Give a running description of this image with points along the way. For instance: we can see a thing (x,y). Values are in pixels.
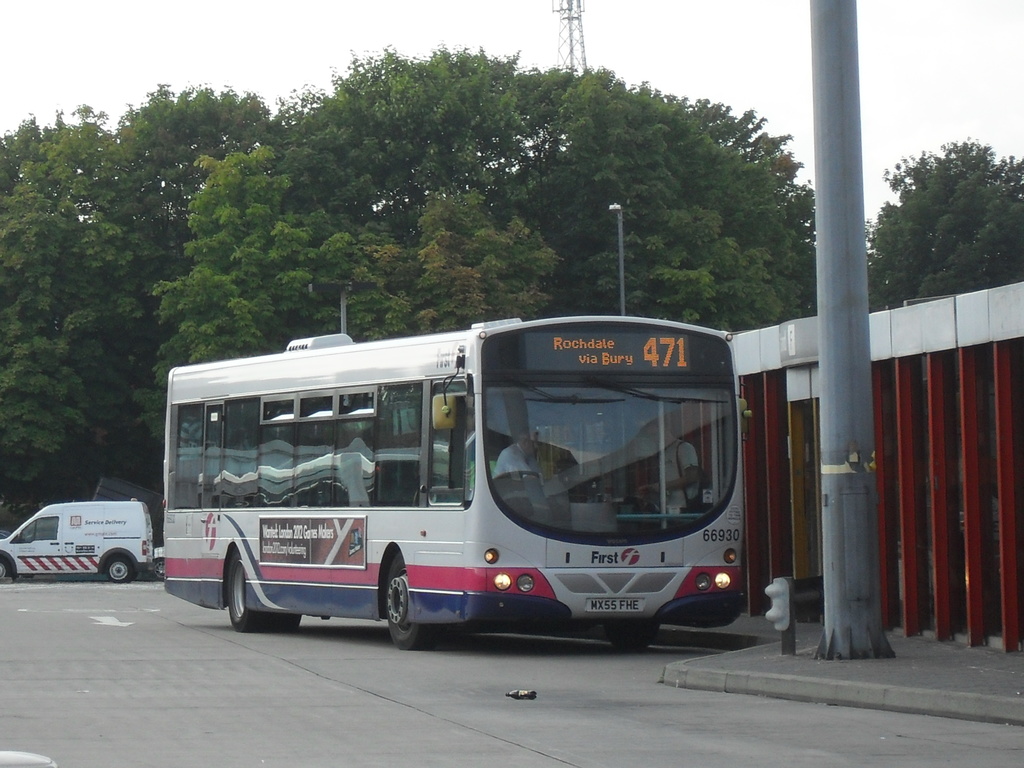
Vehicles (212,512) are on the road (408,675). In-front of this bus (387,396) there is a pole (825,387). Background (1007,240) there are a number of trees (575,188). People (693,485) are inside this bus (665,517).
